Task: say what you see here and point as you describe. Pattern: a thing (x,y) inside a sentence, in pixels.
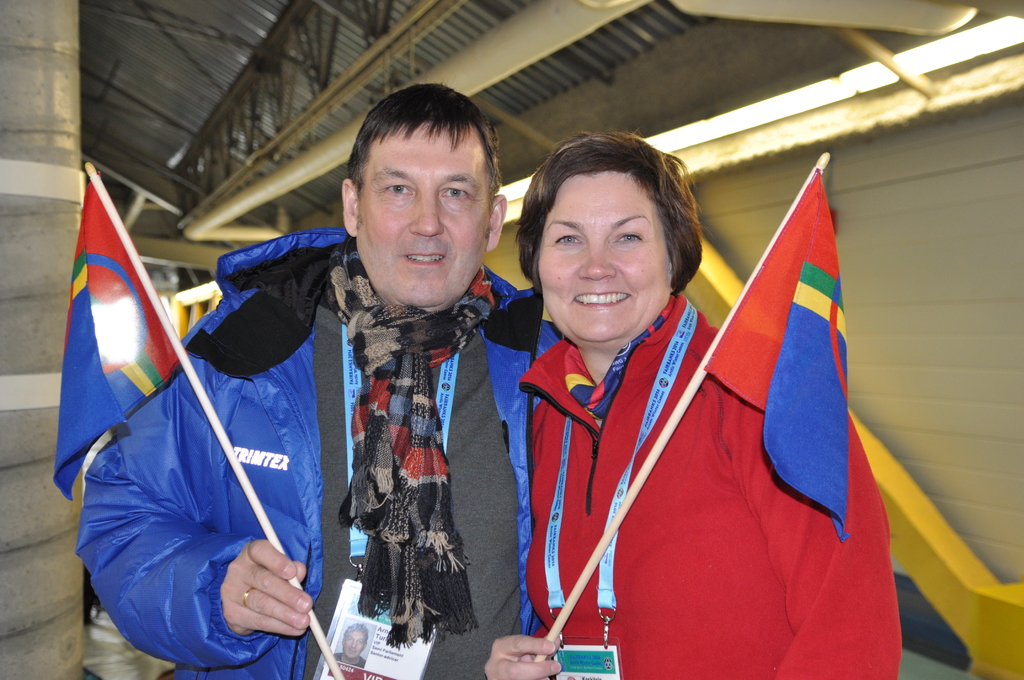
On the left side (322,248), there is a person (401,332) in a blue color jacket (267,271), holding a flag (85,248), smiling and standing. Beside him, there is a woman (585,266) in a red color jacket (800,597), holding a flag (776,284) with a hand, smiling and standing. In the background (864,74), there are lights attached to the roof (405,47), there is a wall (862,309), a pillar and there is a pipe (326,143) attached to the roof (187,221).
